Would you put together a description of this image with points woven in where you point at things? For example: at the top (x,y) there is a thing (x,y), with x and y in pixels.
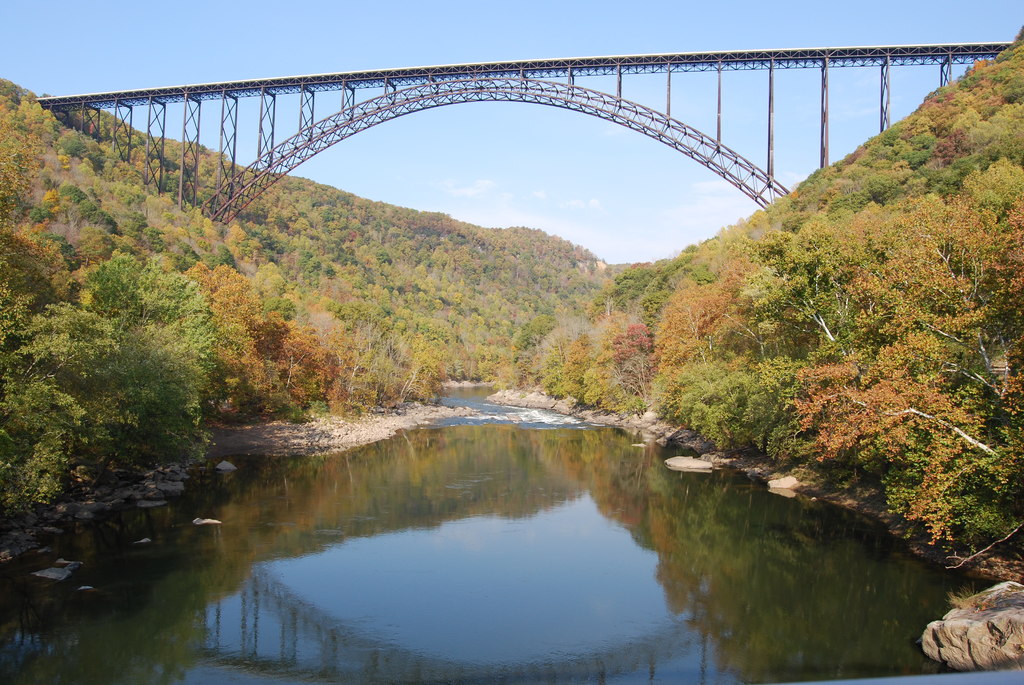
In this image we can see bridge (537,80), trees (571,313), hills (424,315), water (685,580), rocks (966,613), sky (633,243) and clouds (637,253).
